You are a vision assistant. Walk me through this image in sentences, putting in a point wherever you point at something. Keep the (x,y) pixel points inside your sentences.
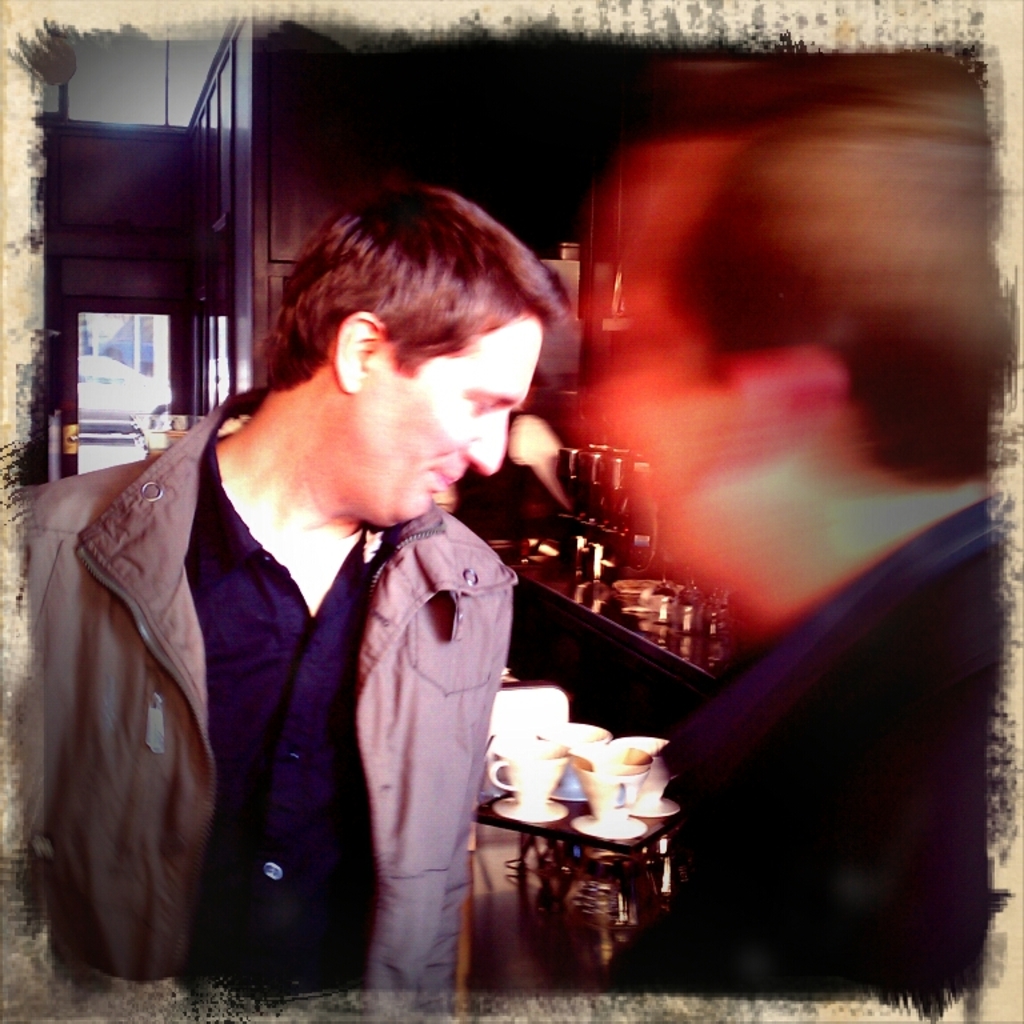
In this image I can see a person (231,750) wearing brown colored jacket (138,760) is standing and I can see another person (765,673) who is blurry. I can see few cups (539,781) and few other objects (546,855). In the background (186,367) I can see a door (168,360) through which I can see a car (105,393).
